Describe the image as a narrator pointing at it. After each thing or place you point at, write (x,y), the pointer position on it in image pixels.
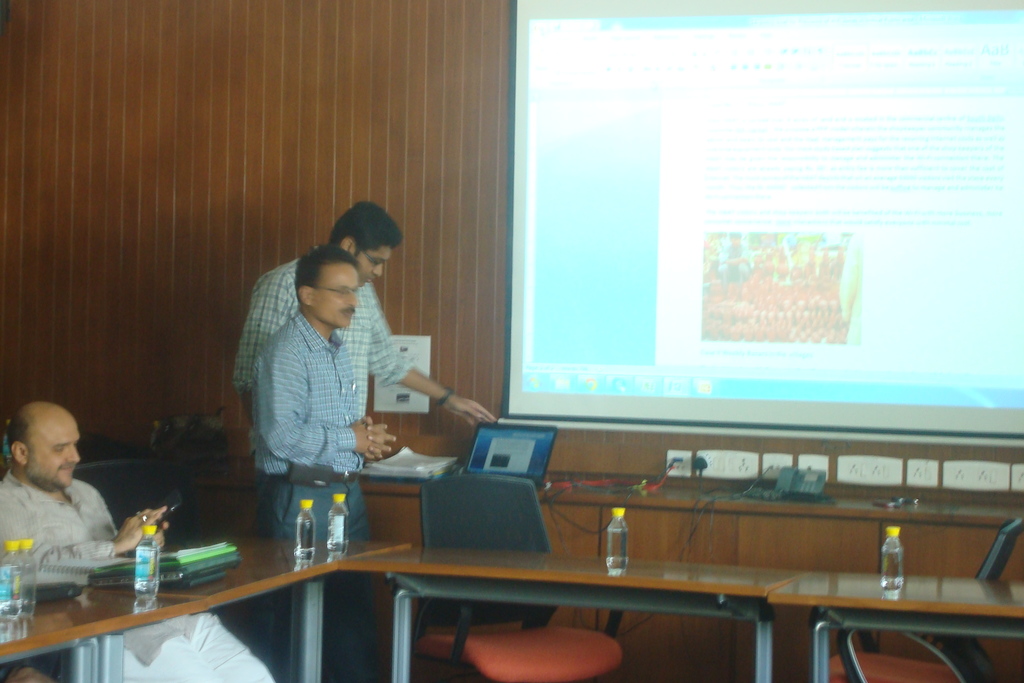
In this picture we can see two men (343,380) standing and a man (75,495) sitting on a chair (141,486), there are tables (464,581) here, we can see water bottles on the tables (763,594), in the background (763,235) there is a projector screen (734,239), we can see switch boards (990,472) here, there is a laptop (503,452) and papers (423,469) present on this table (545,490).
